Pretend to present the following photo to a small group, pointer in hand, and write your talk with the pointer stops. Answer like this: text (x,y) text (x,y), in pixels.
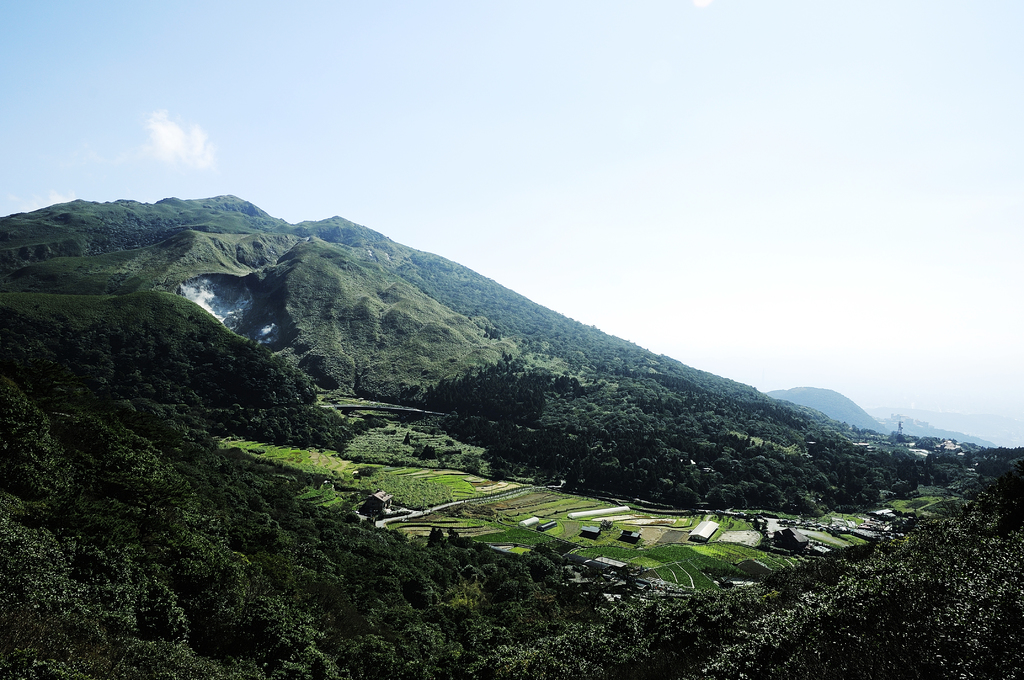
Here we can see trees (459,627), houses (375,507) and grass (434,477). Far there are mountains (399,250).
